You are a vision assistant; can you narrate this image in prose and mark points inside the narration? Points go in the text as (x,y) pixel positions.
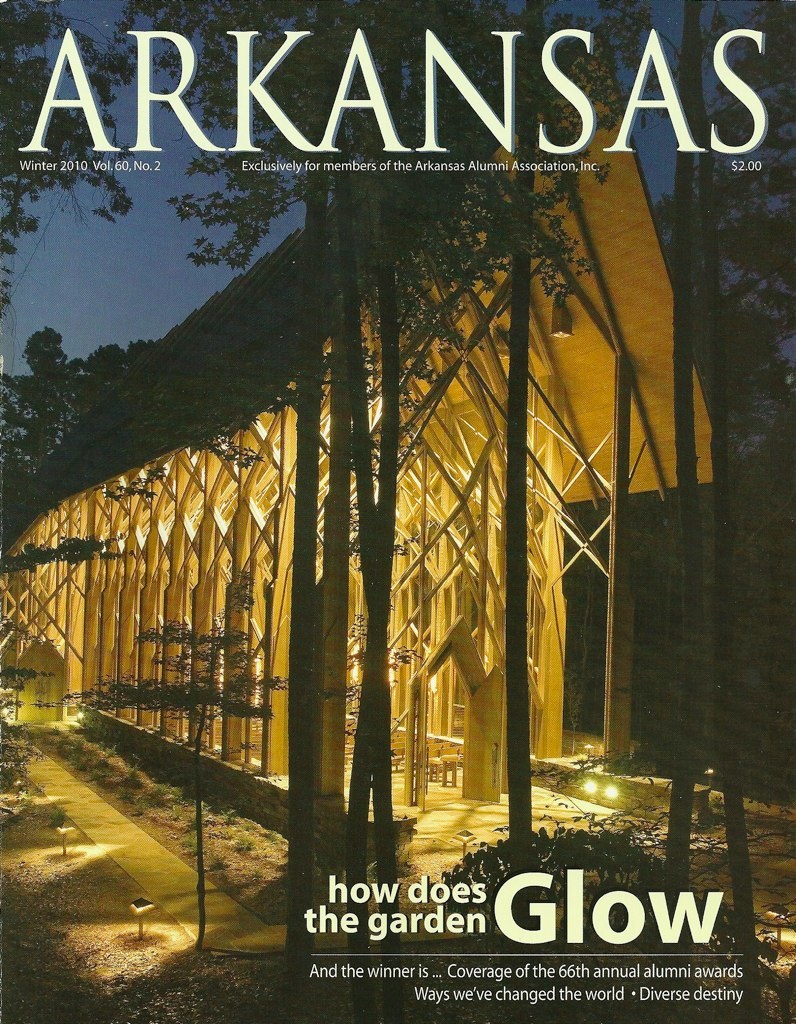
In this image there is a cover page (350,731) of a magazine (370,667). In this image there is a garden (497,732) built on wooden sticks (191,560) and lights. At the top (180,65) and bottom of the image (470,898) there is some text (578,911).
